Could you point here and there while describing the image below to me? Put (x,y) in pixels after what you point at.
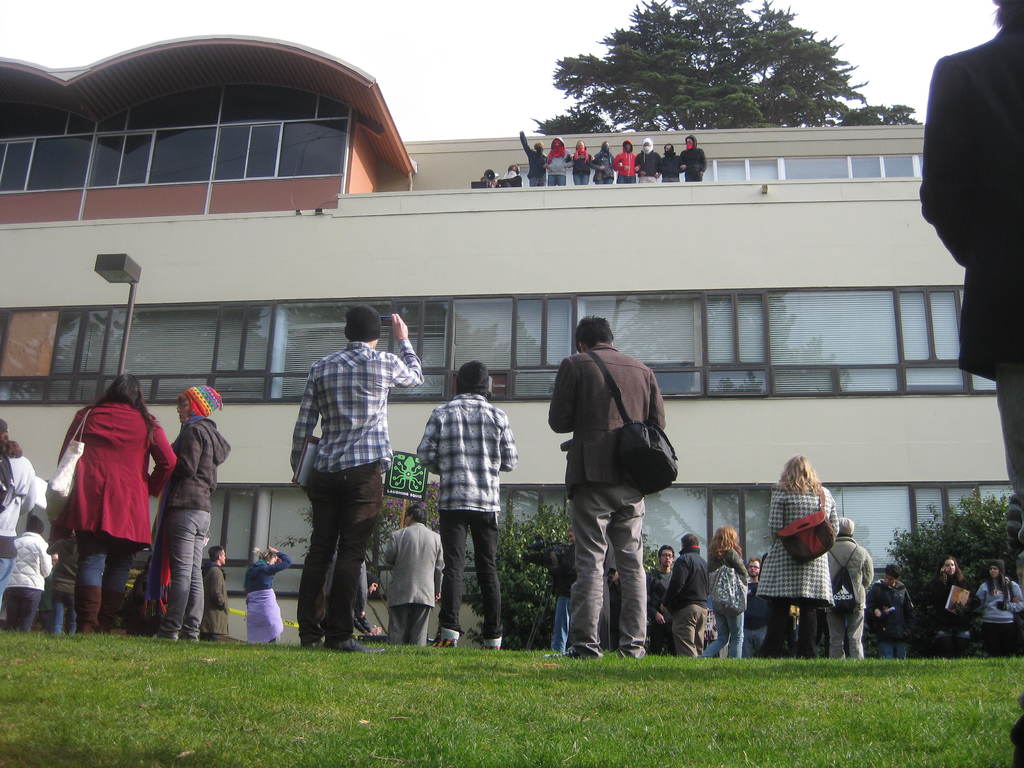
In this image I can see a building (90,296), in front of building (114,251) I can see a pole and some persons (31,559) and plants (519,572) visible, at the top of building (740,154) I can see persons (690,150) I can see the sky (882,52) and tree (648,107).
